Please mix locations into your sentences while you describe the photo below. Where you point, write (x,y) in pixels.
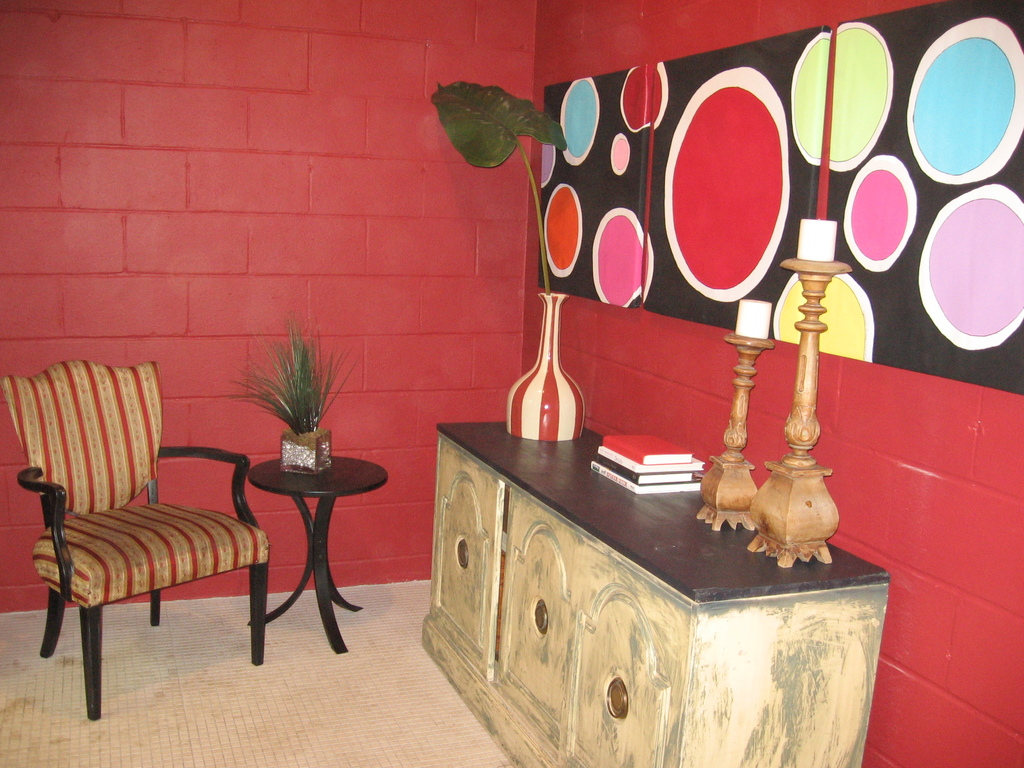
In this image we can see there is a chair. And there is a table (345,483), on the table (323,485) there is a potted plant (306,461). Beside the table (318,514) there is a cupboard (720,709) with doors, on the cupboard (707,703) there are books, candles (808,241), potted plant (546,405) and stand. At the back (429,135) there is a red color wall (873,448) and board (761,148) attached to the wall (629,405).
